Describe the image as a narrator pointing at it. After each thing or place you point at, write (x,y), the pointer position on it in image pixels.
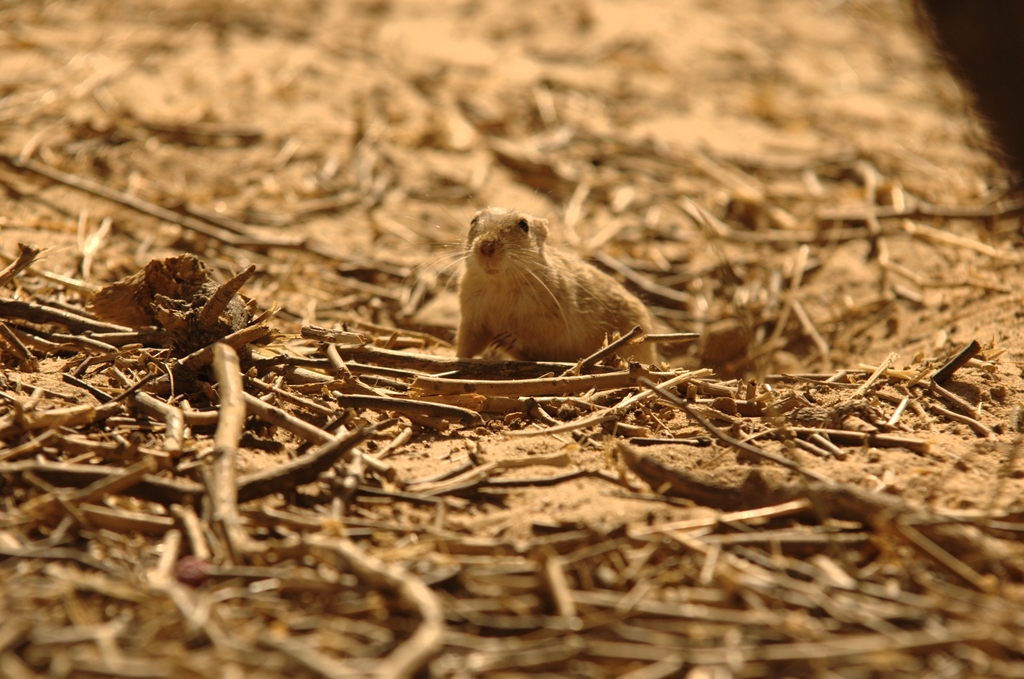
In the center of the image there is a animal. At the bottom of the image (355,655) there are twigs (463,532).
